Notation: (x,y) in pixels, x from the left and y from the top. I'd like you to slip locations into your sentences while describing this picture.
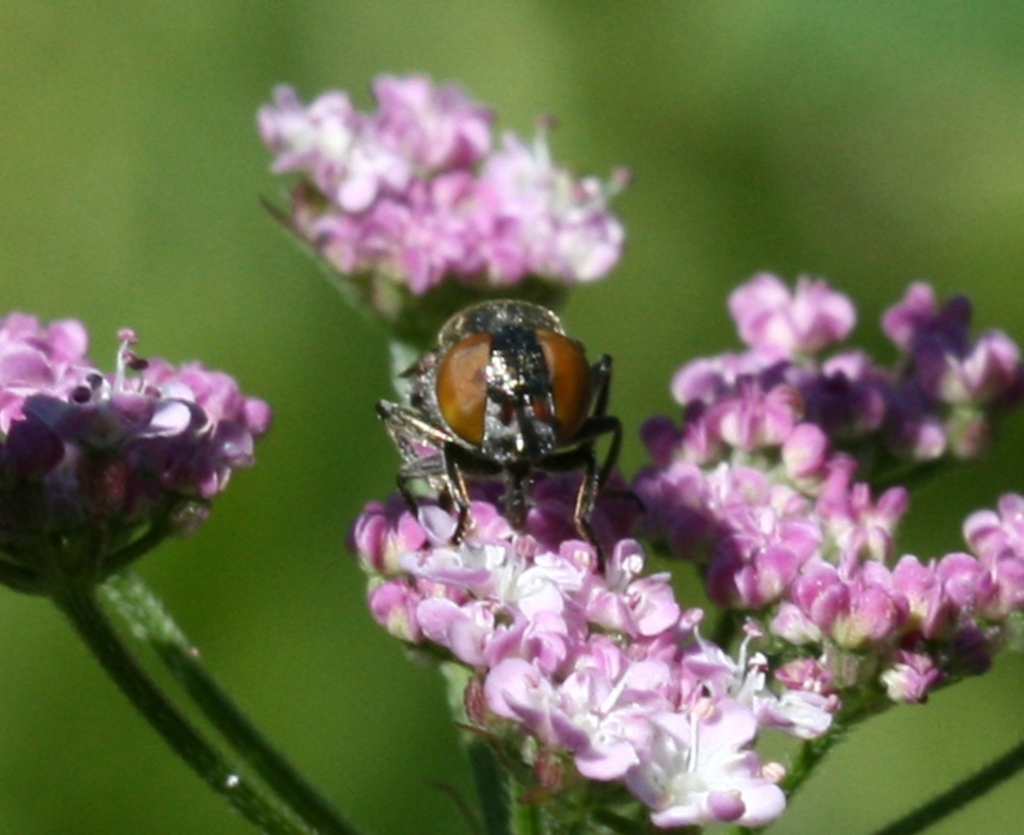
In the foreground of the picture (533,607) there are flowers (550,613), stems (199,656), leaves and a fly (494,366). The background (1006,92) is blurred.
